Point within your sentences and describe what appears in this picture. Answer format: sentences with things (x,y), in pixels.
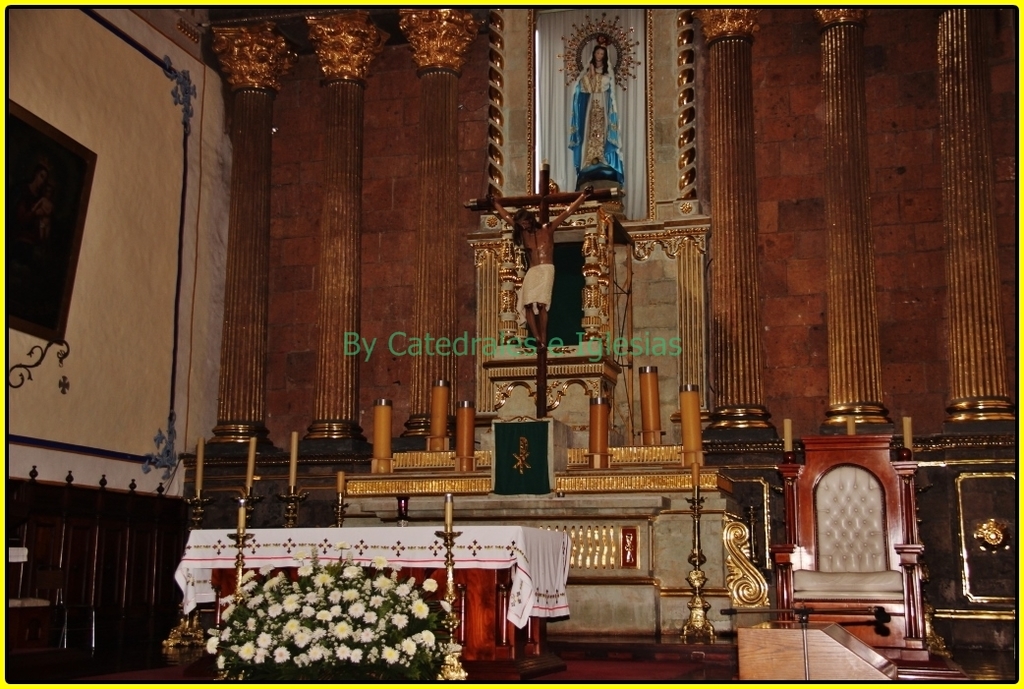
In this image we can see inside view of a building (826,289). In the center of the image (544,335) we can see the statue (543,318), group of candles (691,466) placed on stands (453,646), a group of flowers (349,633), chair (792,589). In the background (45,254), we can see photo frames (42,180) on the wall (124,163) and a barricade (110,563) and some text (517,354).
